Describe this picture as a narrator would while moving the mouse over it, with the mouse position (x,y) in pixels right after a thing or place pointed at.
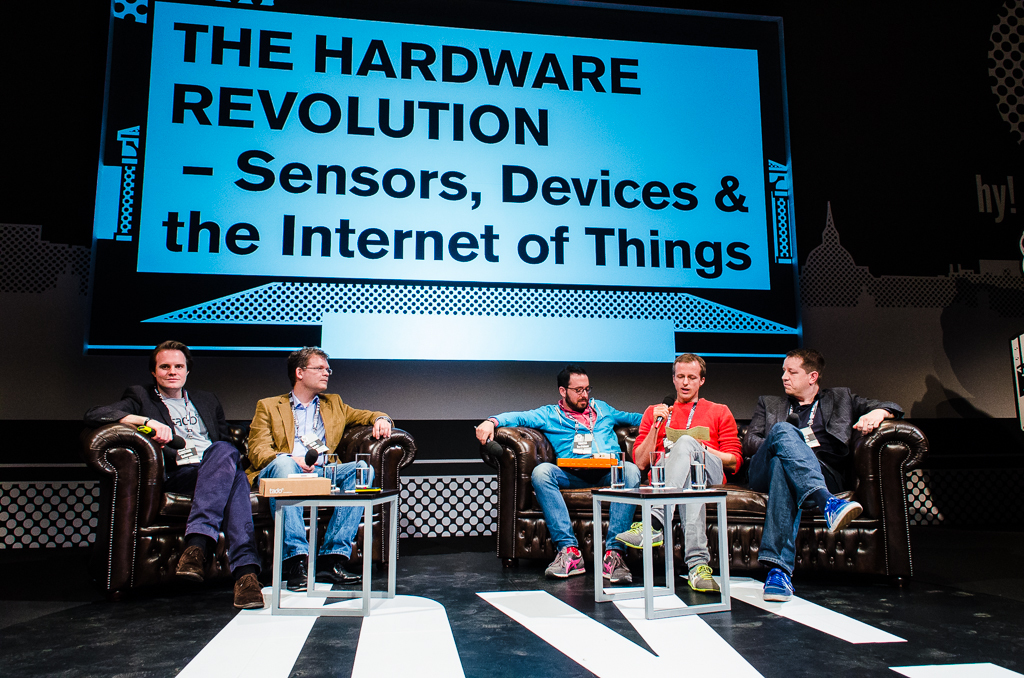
Here we can see a group of people (632,466) are sitting on the sofa (392,453), and holding a microphone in his hands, and in front (663,491) here is the table (650,487) and some objects (659,478) on it, and at back (632,128) here is the board (543,122).
